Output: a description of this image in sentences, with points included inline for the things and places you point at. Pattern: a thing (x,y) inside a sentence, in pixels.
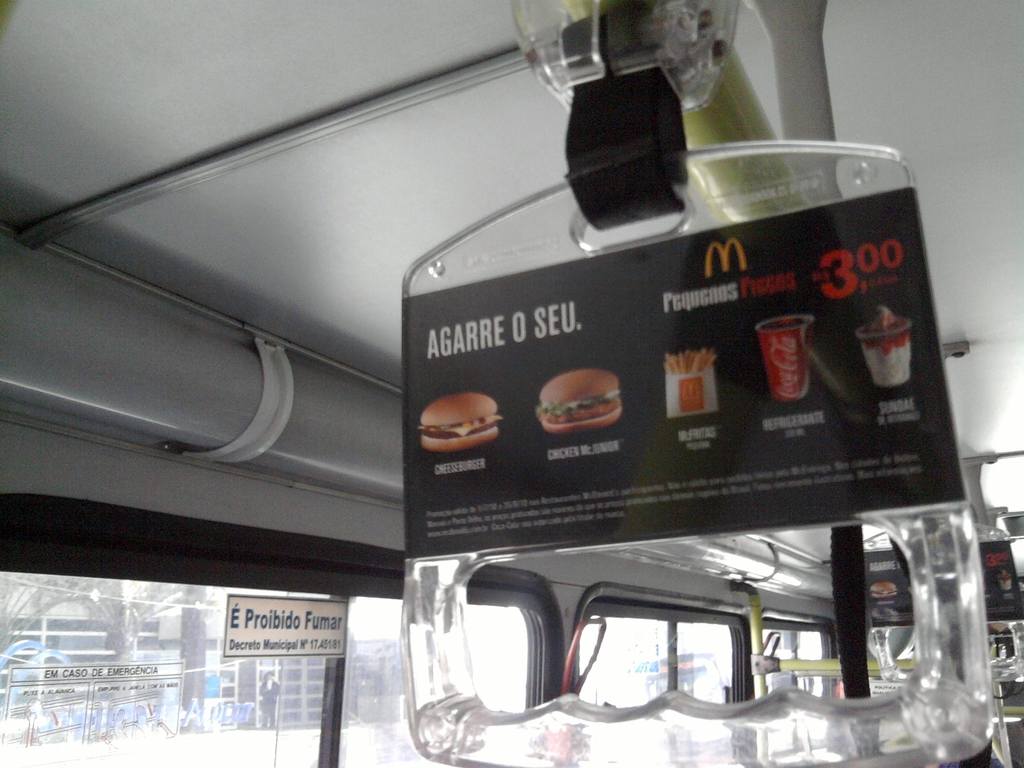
This is the inside view of a bus (952,303) and we can see holder (790,738) with some advertisement (696,396).
